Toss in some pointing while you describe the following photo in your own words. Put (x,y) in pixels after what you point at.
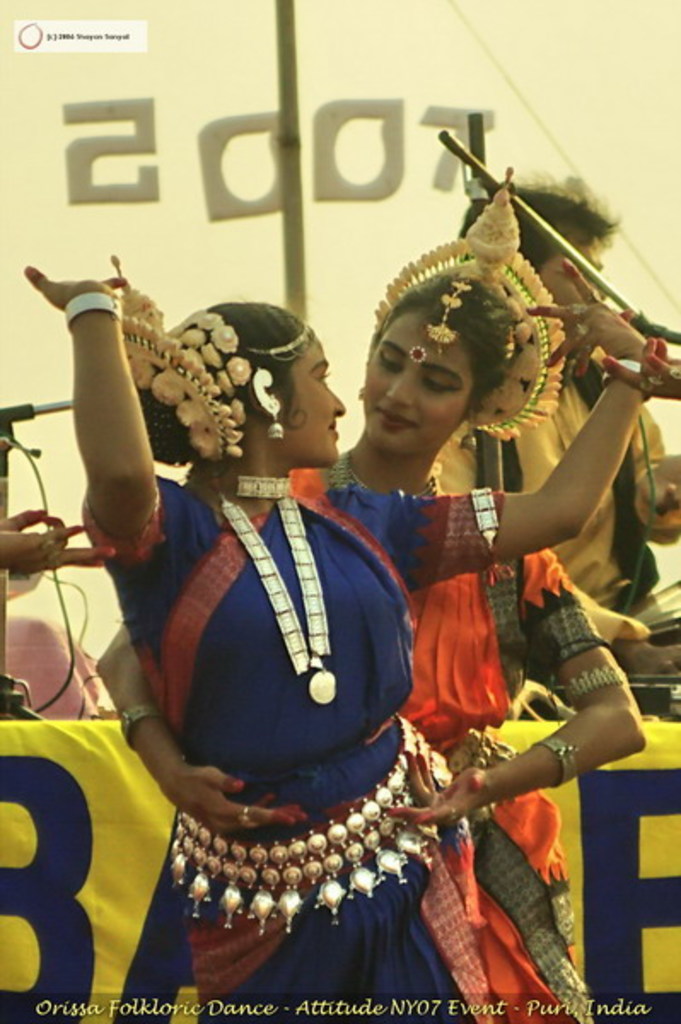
In this image I see 2 women (382,301) and one of them is wearing blue dress (349,500) and another one is wearing orange dress (536,969) and they are also wearing ornaments (288,645). In the background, I see a hand (39,568) of a person (12,554) and a man (541,183) over here.
